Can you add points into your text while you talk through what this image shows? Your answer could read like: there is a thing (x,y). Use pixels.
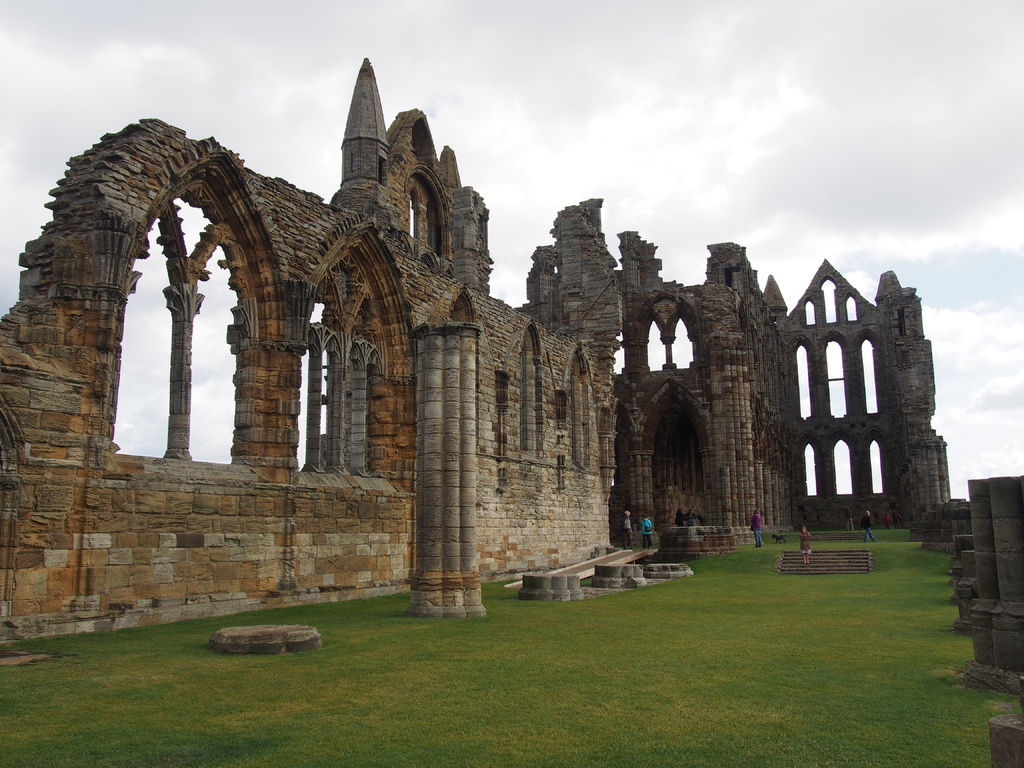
In the picture I can see a greenery ground (694,674) and there are few people (753,529) standing and there is a Whitby Abbey (519,431) beside them and the sky (509,168) is cloudy.
